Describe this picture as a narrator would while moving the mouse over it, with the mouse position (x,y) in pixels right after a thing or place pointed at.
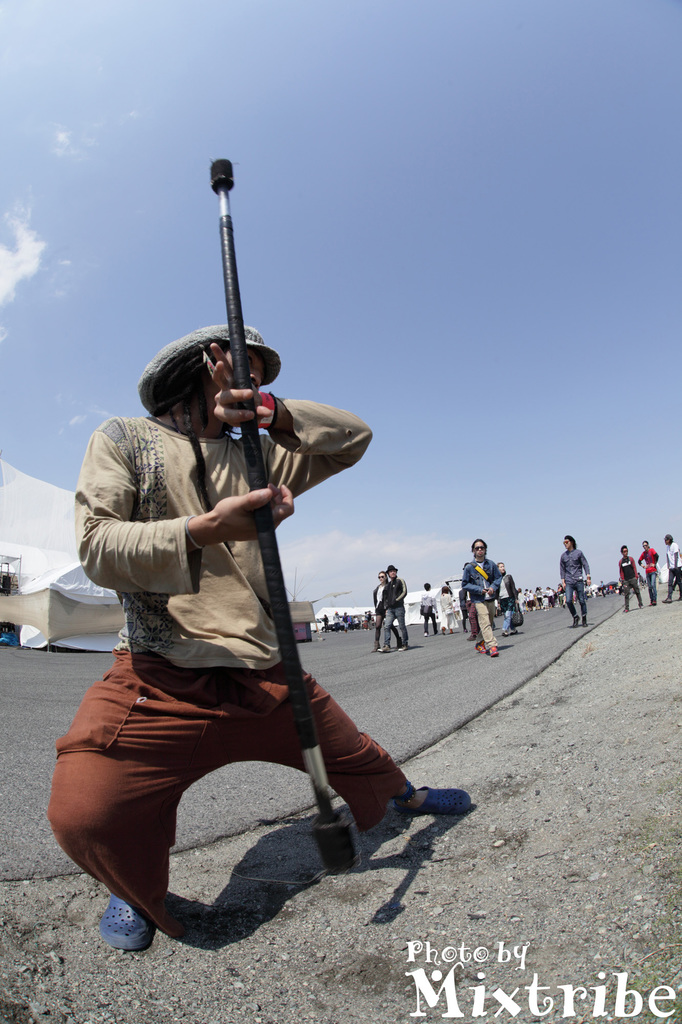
In the center of the image (241,504), we can see a person (154,433) wearing a cap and holding a stick (306,728). In the background (48,566), there are many people (474,552) and we can see some tents (57,563). At the bottom (403,693), there is a road (417,695) and ground (501,921) and we can see some text (501,1009).
